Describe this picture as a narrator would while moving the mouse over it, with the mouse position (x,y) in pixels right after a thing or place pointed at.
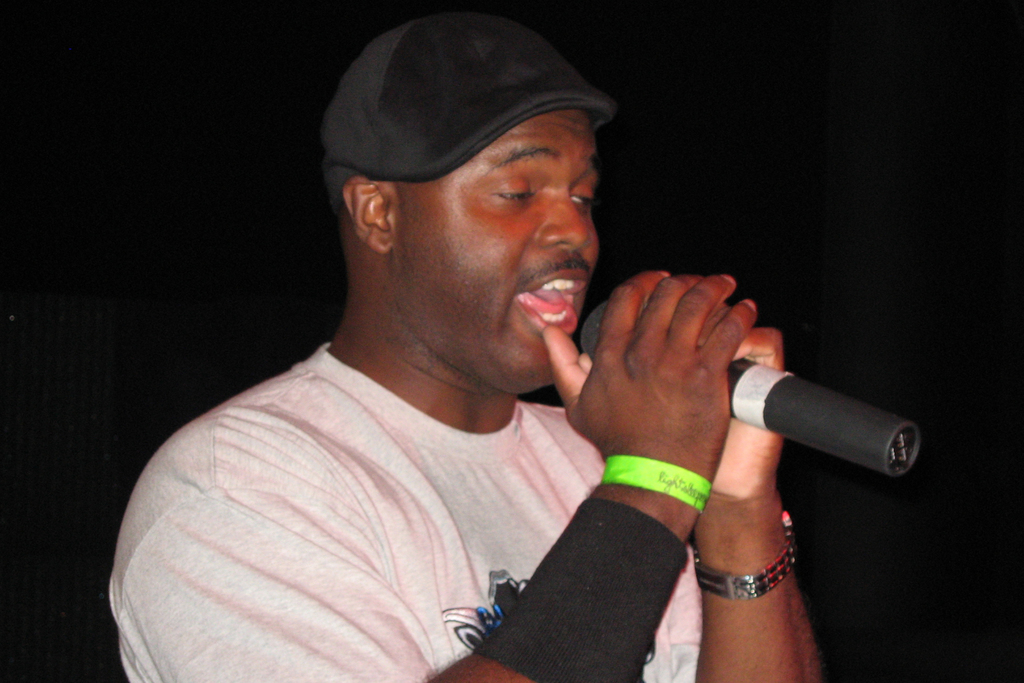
In this image I can see a man (382,373) is wearing a black hat (469,85) and a white T-shirt (343,532) is talking on a microphone (744,373).
